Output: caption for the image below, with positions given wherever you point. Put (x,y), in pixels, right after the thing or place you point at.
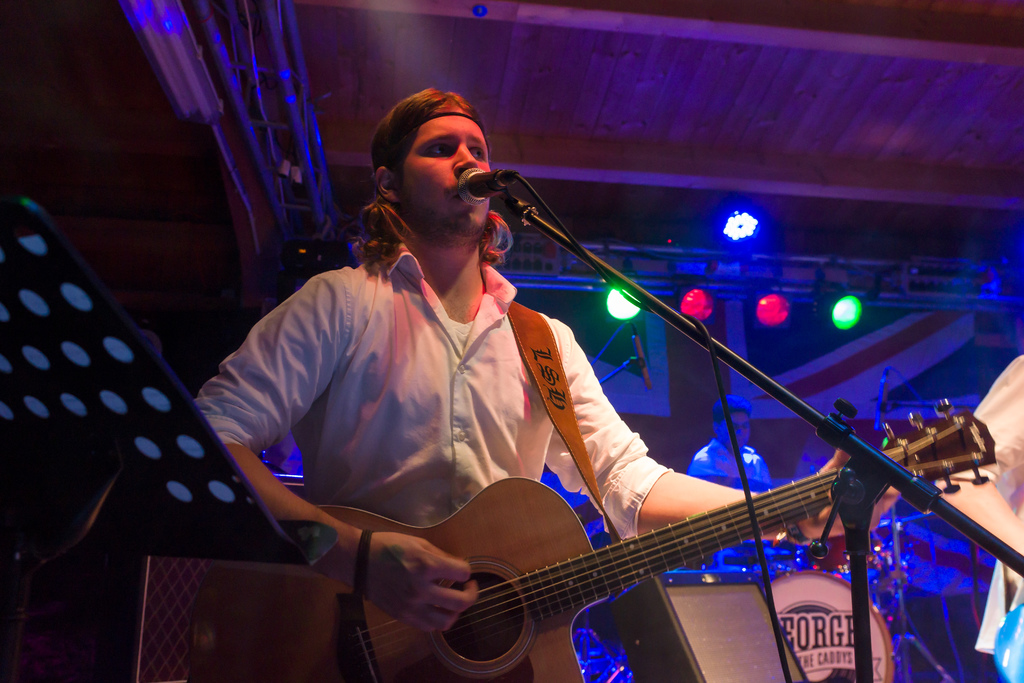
In this picture we can see man (605,472) standing holding guitar (569,573) in his hand (407,581) and playing it and singing on mic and beside to him we can see person (734,479) playing drums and other person (995,474) standing and in background (692,301) we can see green and red color lights (837,304), wall (679,446).
